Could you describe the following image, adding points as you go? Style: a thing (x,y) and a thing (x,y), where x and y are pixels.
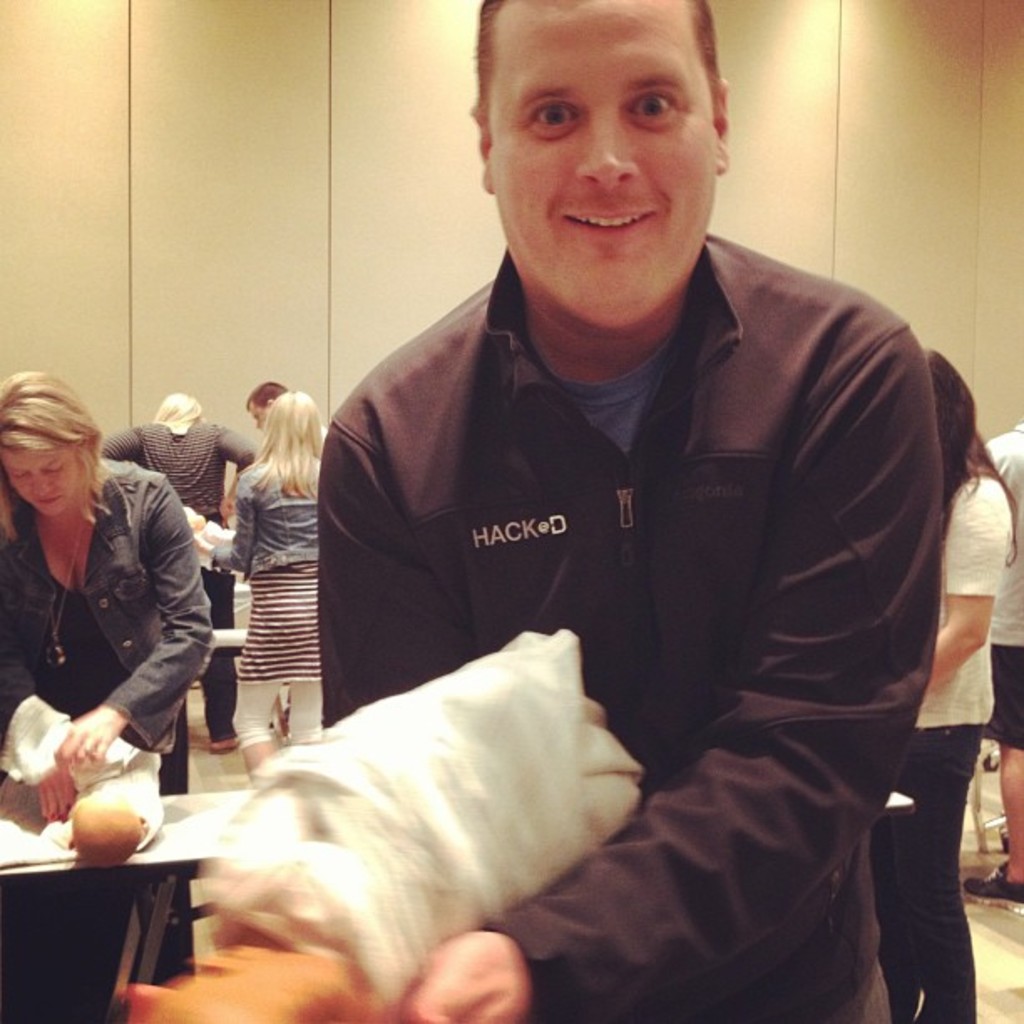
In this image we can see there is a person (695,79) standing in the foreground (413,444) and holding something and at the back (230,660) there are other people (162,606) standing.
